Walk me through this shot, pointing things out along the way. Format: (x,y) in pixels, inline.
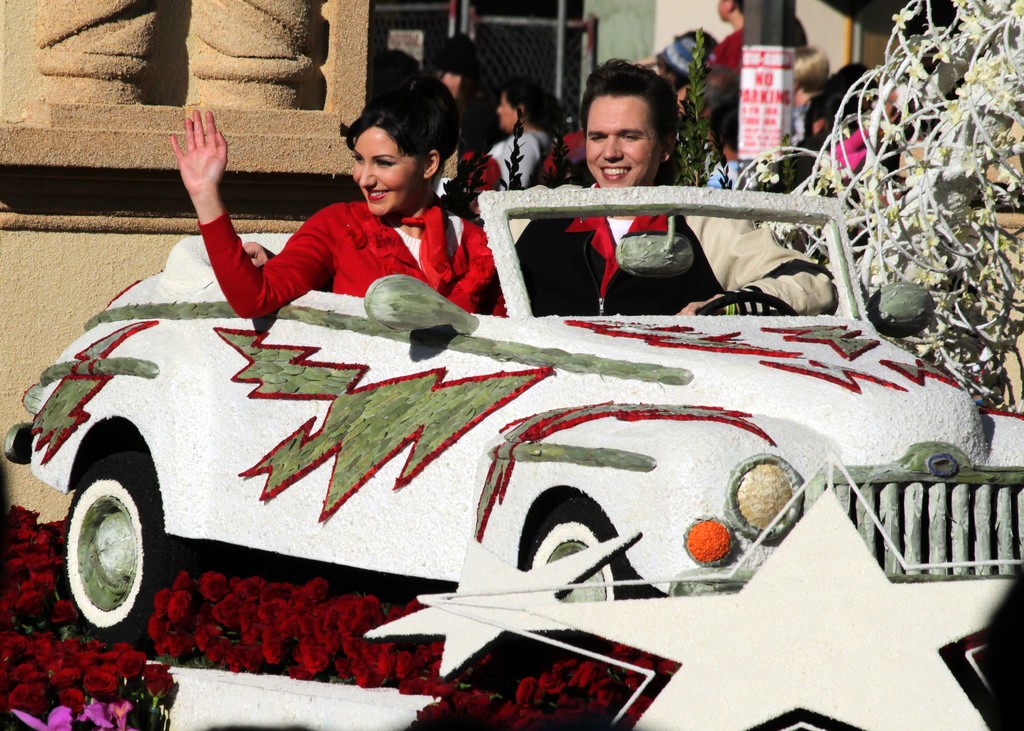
In this image I can see a man (596,151) and a woman (399,133) are sitting in a vehicle (225,310). In the background (732,108) I can see few more people (803,92). Here I can see smile (613,165) on few faces (425,177).
